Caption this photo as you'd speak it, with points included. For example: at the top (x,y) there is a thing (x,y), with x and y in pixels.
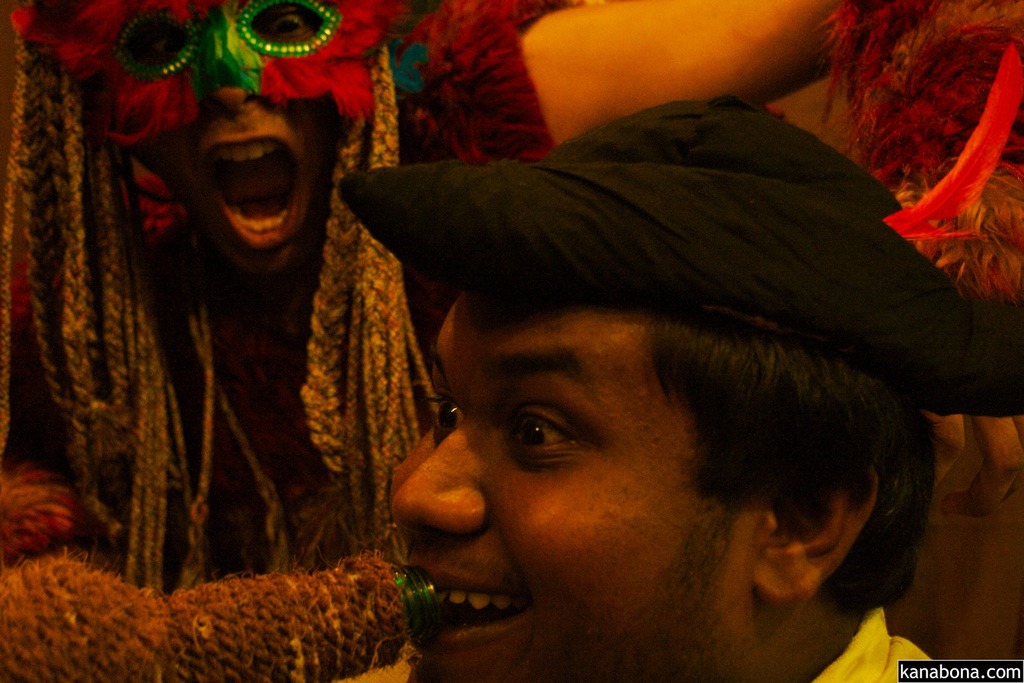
In the center of the image (649,407) we can see two people (172,139). They are wearing costumes (233,2) and there is a hat (754,252).
